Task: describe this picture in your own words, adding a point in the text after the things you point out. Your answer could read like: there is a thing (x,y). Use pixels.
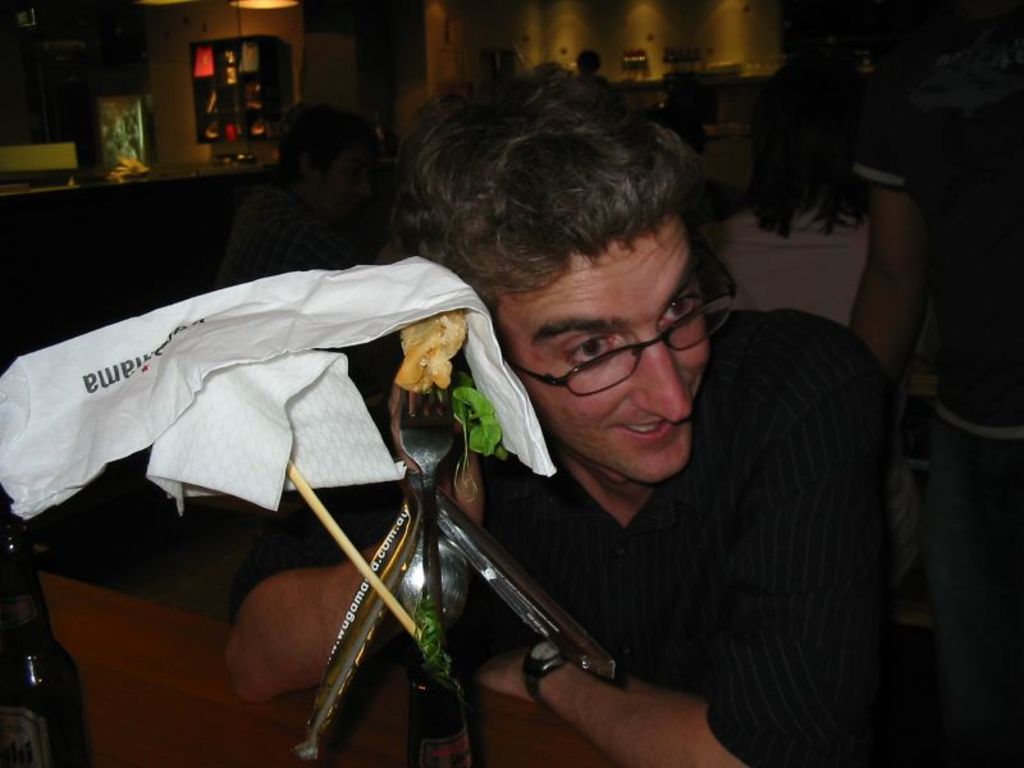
In this image we can see a person (650,462) near a table (120,666) containing a bottle (461,686) with group of spoons (418,575), some tissue papers (234,470) and a fork (429,453) with some food (413,381) placed on it. On the backside (280,269) we can see some people (327,249), a wall (160,128), cupboard (203,128) and a lamp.
